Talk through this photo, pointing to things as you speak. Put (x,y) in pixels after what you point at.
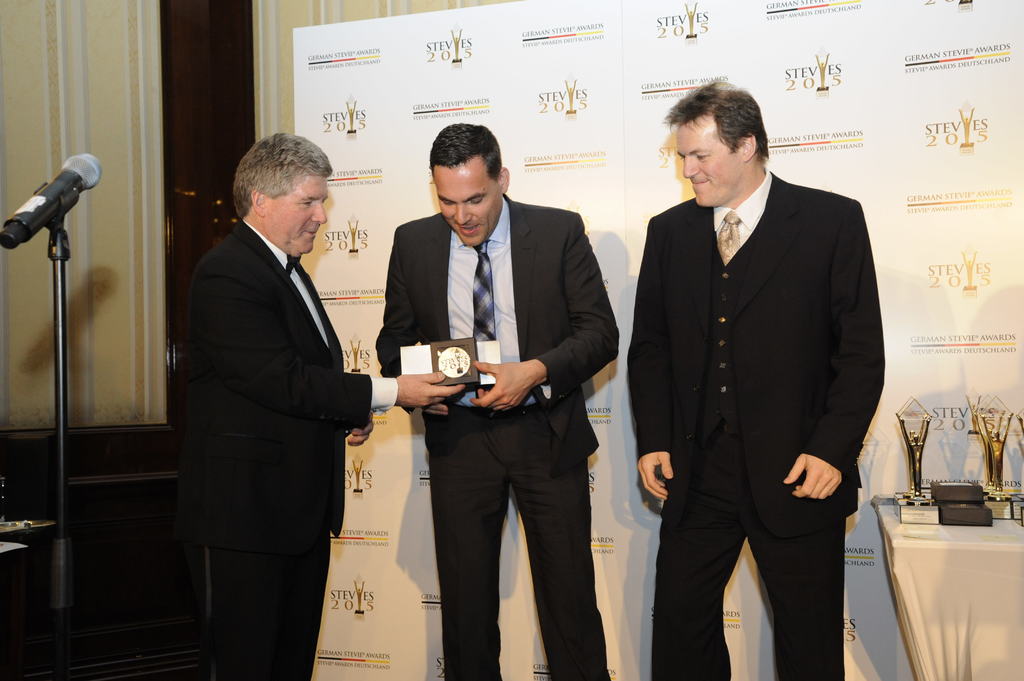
This picture shows few people (796,257) standing and we see a man (313,358) presenting a gift (471,347) to another man (522,336) and we see a advertisement hoarding (607,271) on the back (365,492) and few mementos (931,490) on the table (1019,605) and we see a microphone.
